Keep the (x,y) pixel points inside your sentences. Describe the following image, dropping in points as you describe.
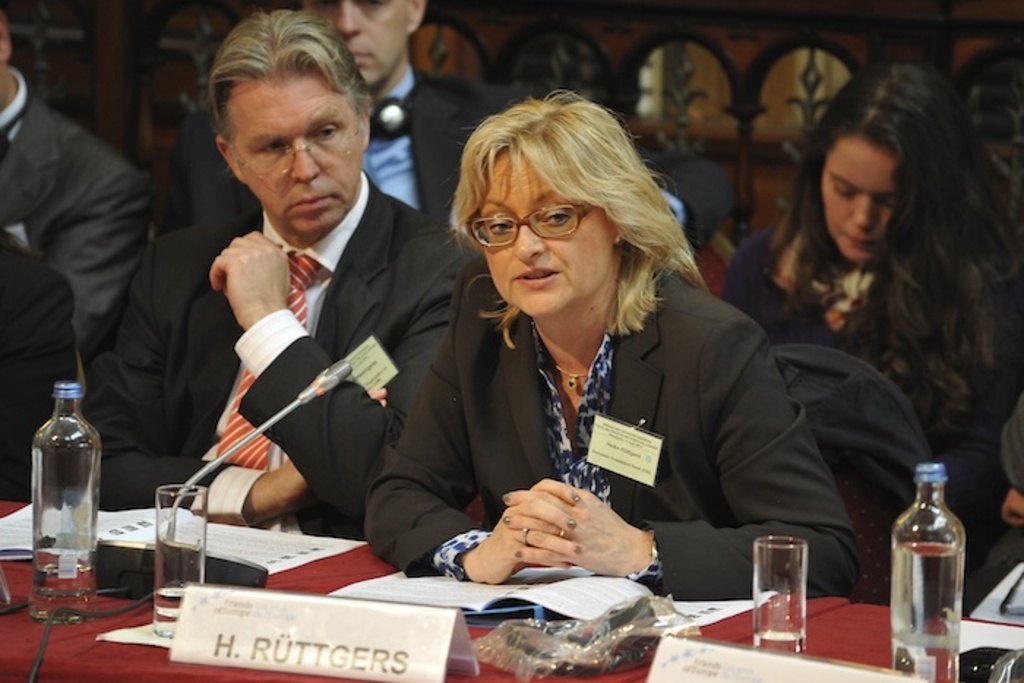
In this image we can see group of persons (417,291) and behind the persons (180,446) we can see few chairs (889,561) and a group of objects (144,100). In front of the persons (402,275) we can see group of objects (545,595) on a surface (124,620).
